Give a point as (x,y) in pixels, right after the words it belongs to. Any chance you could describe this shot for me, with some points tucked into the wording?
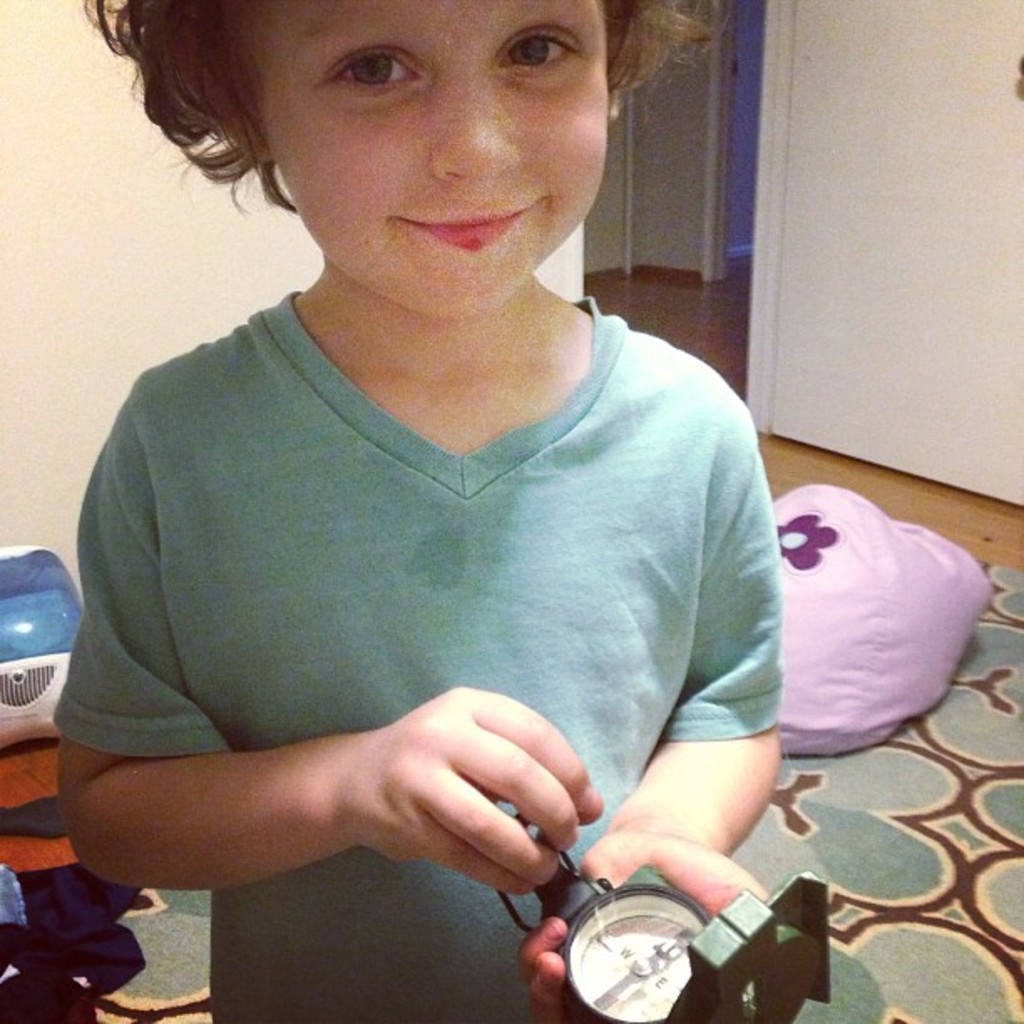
In this image, we can see a kid (608,813) is holding an object (559,891). Here we can see kid (559,931) is watching and smiling. Background (655,174) we can see walls (208,257), door (947,198), floor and few objects (955,584).
